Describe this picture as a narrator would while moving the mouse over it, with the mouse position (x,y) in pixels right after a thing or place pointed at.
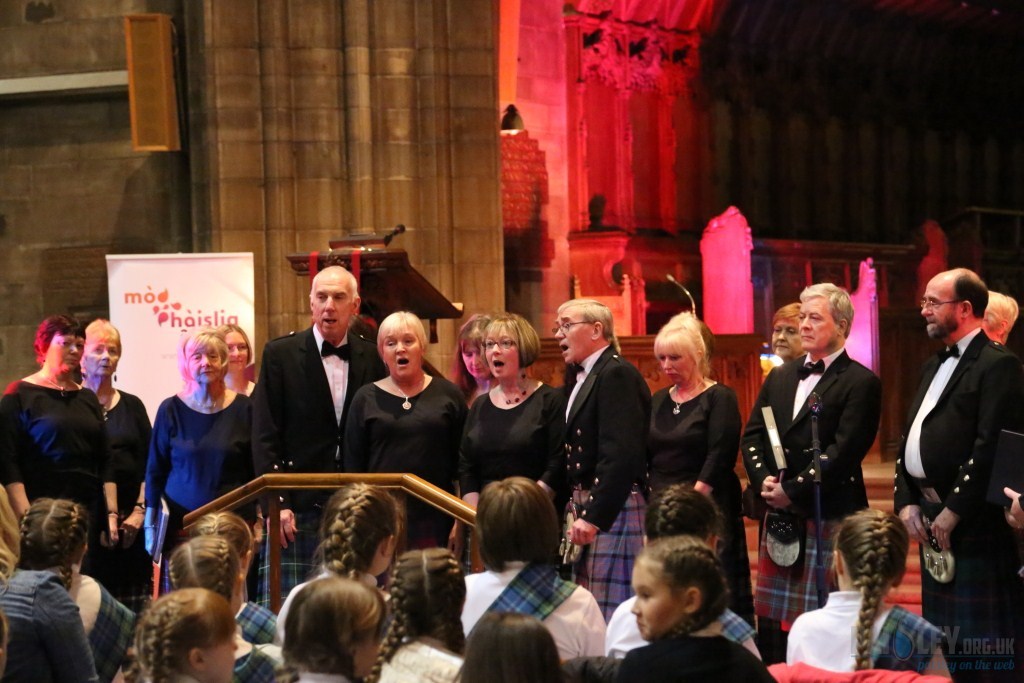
In this picture I can see group of people (550,487) among them some are standing. In the background (413,297) I can see a wall (488,232), a podium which has a microphone (403,225) on it and a banner (182,335).
